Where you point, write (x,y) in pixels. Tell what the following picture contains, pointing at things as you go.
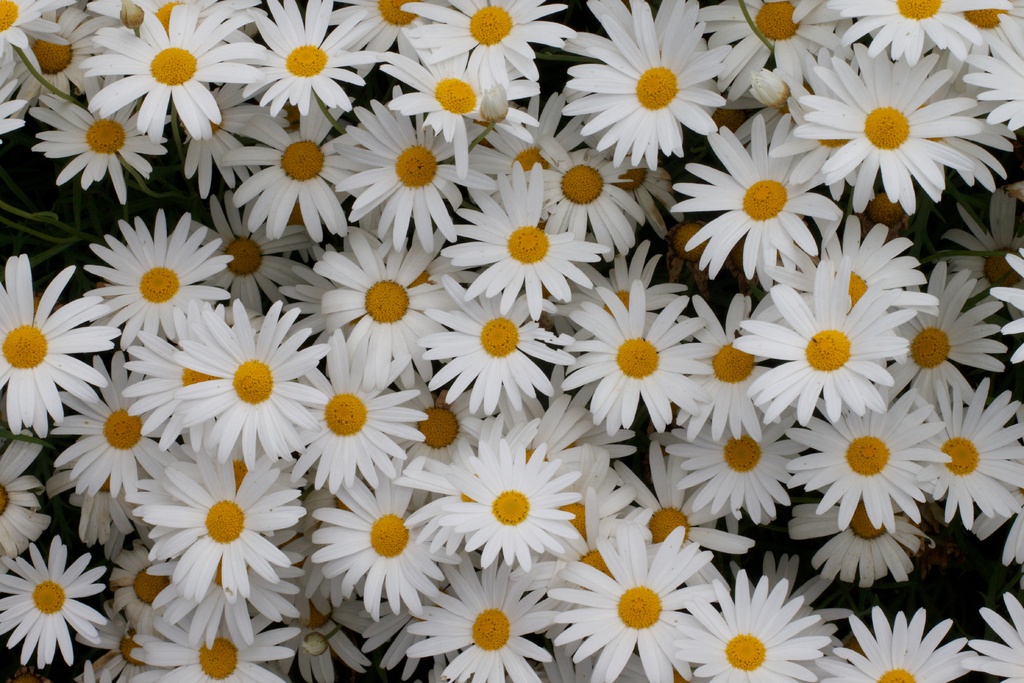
In this picture I can see bunch of flowers (785,417), they are white and yellow in color.
